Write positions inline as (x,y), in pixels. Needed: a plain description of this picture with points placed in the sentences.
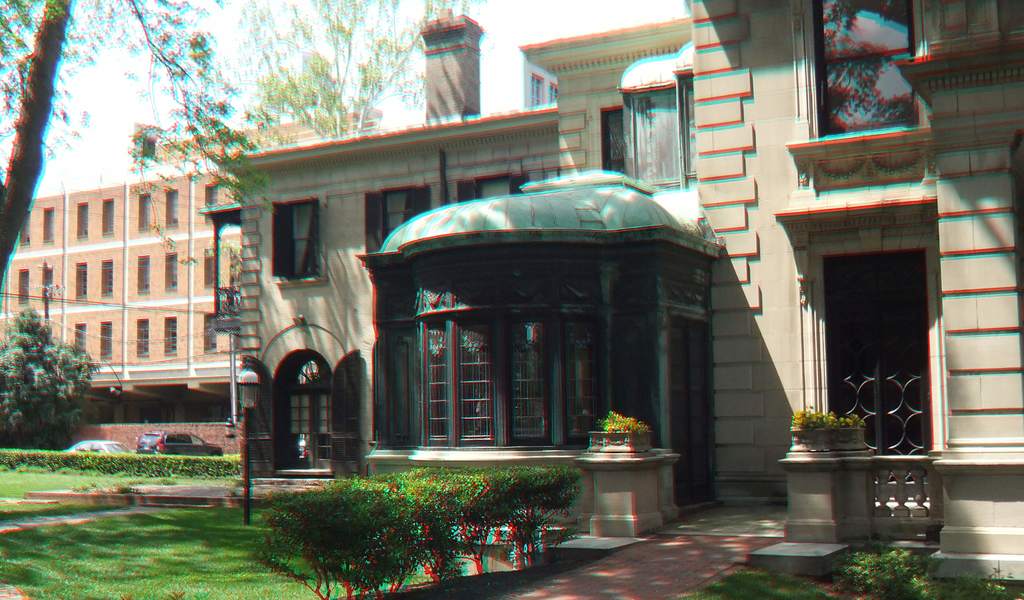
In this picture there are buildings (715,194) and trees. In the foreground (449,531) there are plants (443,473). On the left side of the image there are vehicles (190,437). At the top (515,102) there is sky (394,56). At the bottom (704,585) there is a pavement (765,516) and there is grass (252,569).
